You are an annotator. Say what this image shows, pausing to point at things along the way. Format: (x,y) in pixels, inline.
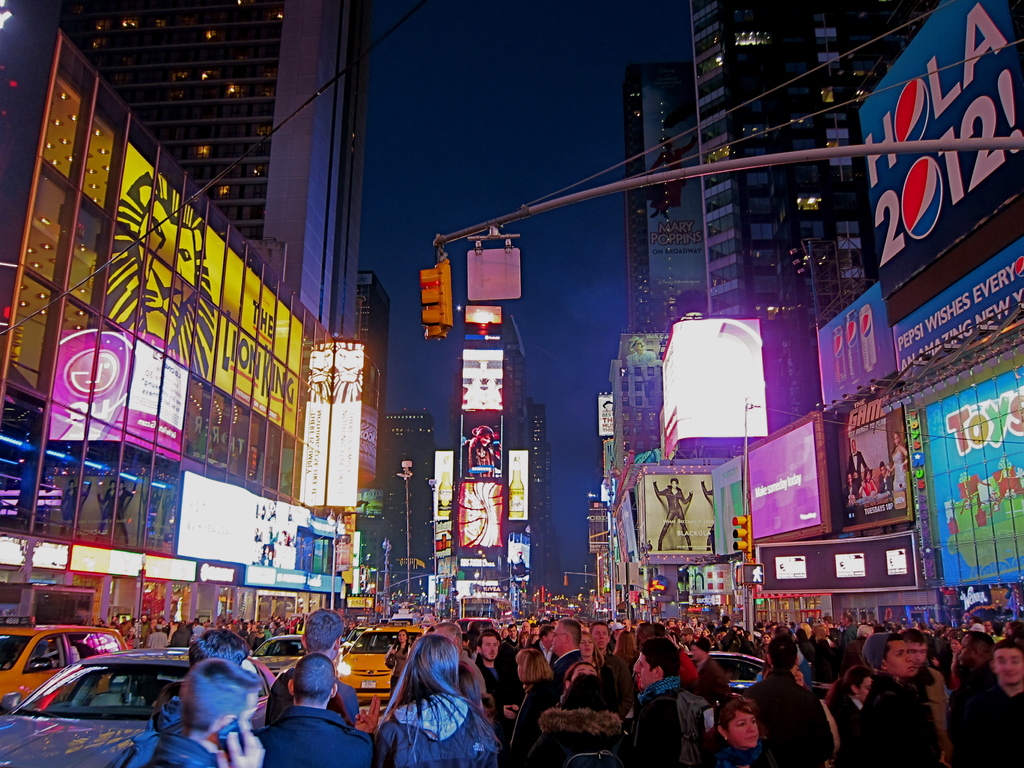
At the bottom of the image (1008,678) few people (1023,687) are standing. Behind them there are some vehicles (78,738). In the middle of the image (415,472) there are some poles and buildings (271,423), on the buildings (250,214) there are some banners (158,246).
